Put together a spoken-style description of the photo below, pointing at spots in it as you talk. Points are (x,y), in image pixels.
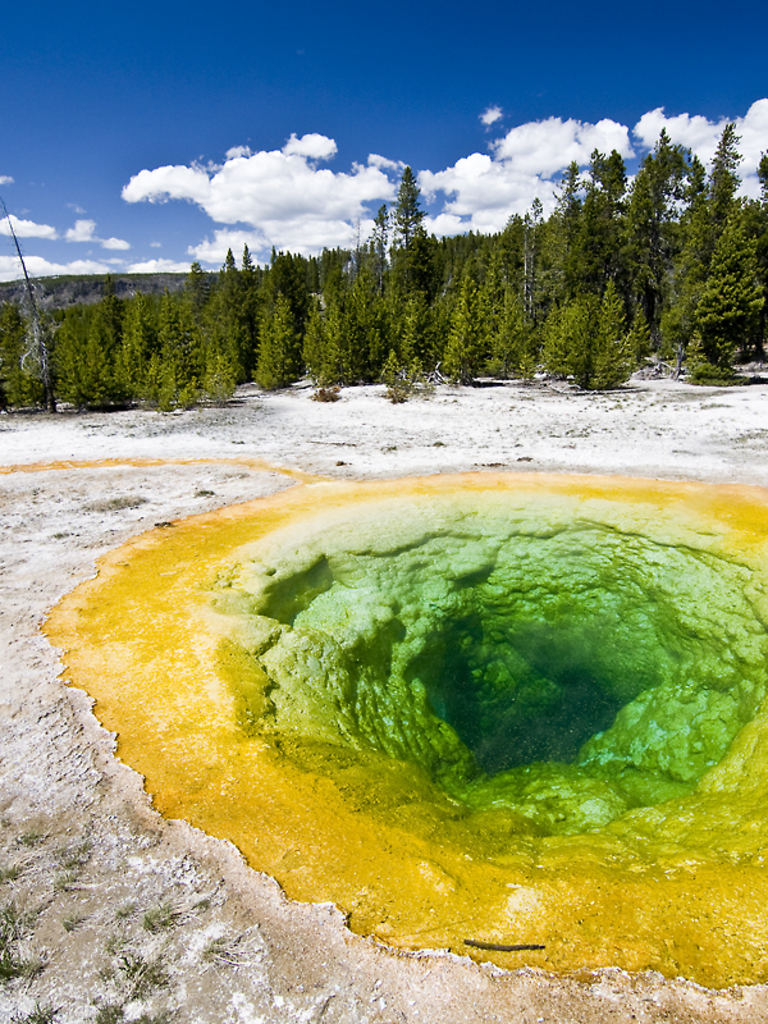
In this image I can see the ground (109,934) which is brown, yellow and green in color and I can see a huge hole (551,638) in the ground (88,930). In the background (388,331) I can see few trees (298,315) which are green in color and the sky (294,147).
